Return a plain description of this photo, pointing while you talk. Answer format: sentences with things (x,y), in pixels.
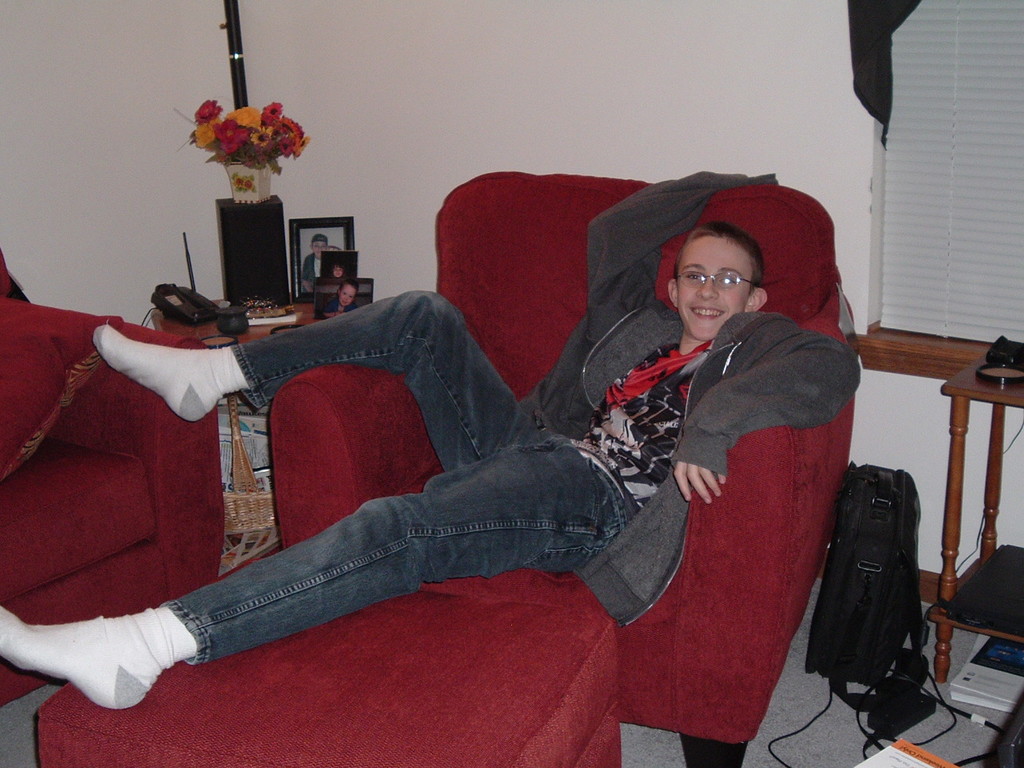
In the picture I can see a boy (711,381) sitting on the sofa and he is smiling. I can see the window blinds (960,42) on the top right side of the picture (901,154). I can see a black color bag (911,556), cables (990,756) and books (1005,682) on the floor (971,640) on the bottom right side (983,652). I can see two wooden tables (966,398) on the floor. I can see a telephone (160,291), photo frames (345,271) and flower vase (220,152) are kept on the table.
